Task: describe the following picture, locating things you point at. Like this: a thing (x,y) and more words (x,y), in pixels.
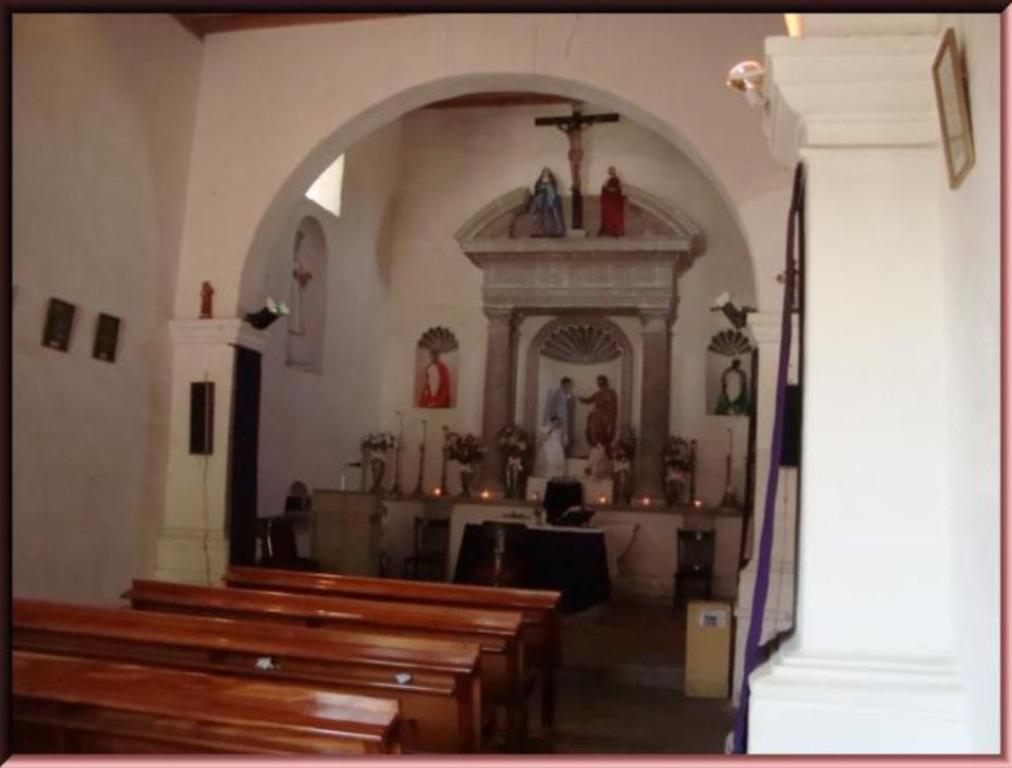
this is a statue (555,192), this is a cross symbol (569,142), we can see person statue (564,424) and lamps (489,496) here, these are the desk benches (202,655) to sit, this is the wall of church (60,196), this is a pillar (859,288) and this one is photo frame (938,90).
